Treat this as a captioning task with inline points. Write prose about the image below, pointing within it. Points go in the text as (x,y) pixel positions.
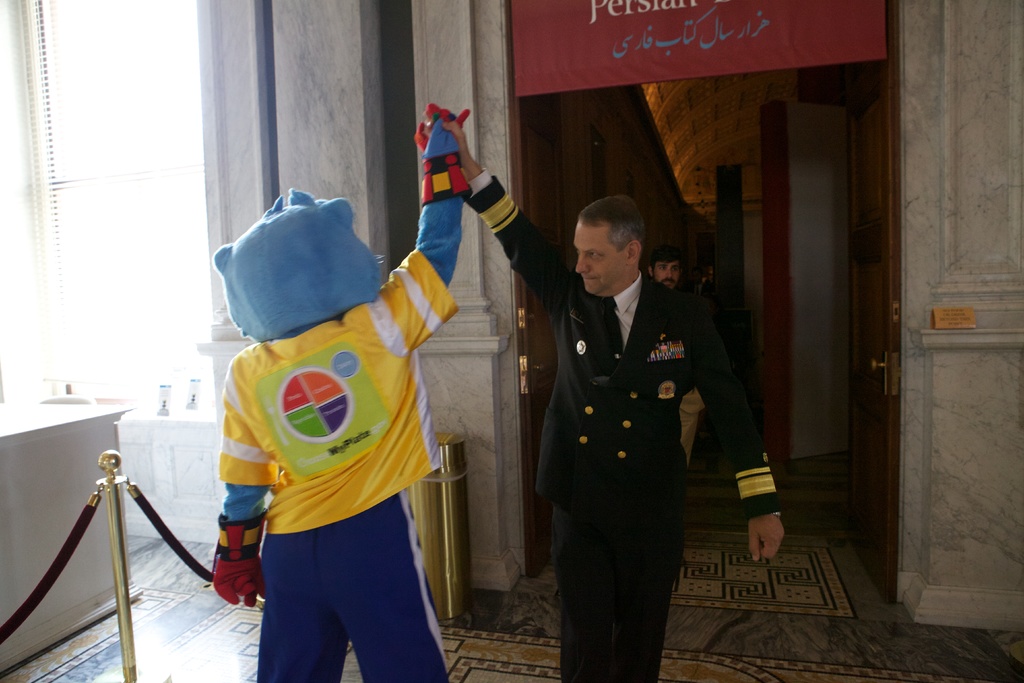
This picture is clicked inside. In the center (579,430) we can see the two persons (425,264) standing on the ground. On the left (165,531) there is a metal rod (119,509) and the ropes (138,501) are attached to the rod (123,536) and there is a white color table (53,410) and we can see the window (100,152) and a window blind (39,121). In the background (627,32) there are some objects (843,81) and there is a board (603,67) on which the text (615,14) is printed and we can see a person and a wall (972,347) and a door (893,136).
